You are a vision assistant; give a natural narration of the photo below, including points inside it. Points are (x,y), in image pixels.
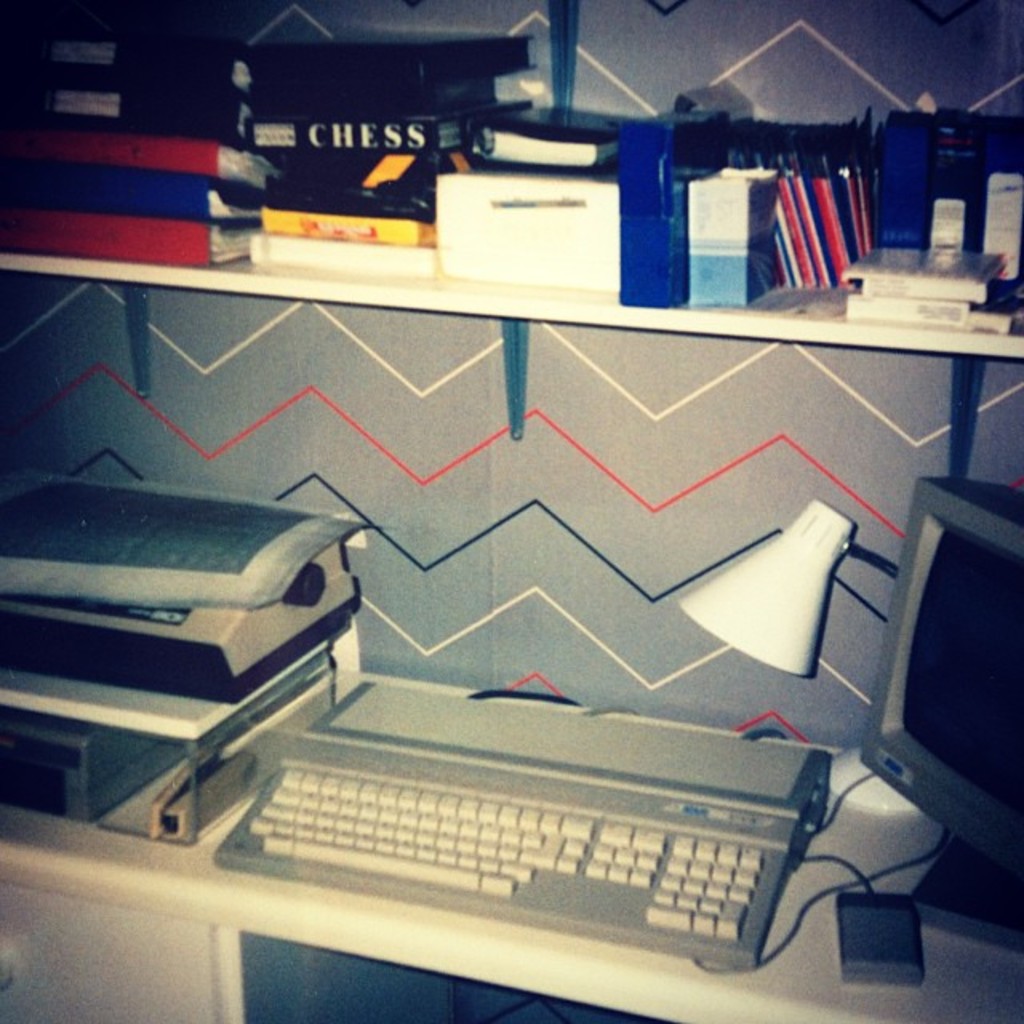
In the center of the image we can see one table (815,928). On the table (1000,965), we can see one monitor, machine (32,643), lamp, keyboard (603,762), link box (869,952), wire (869,881) and a few other objects (327,678). Below the table (86,1008), we can see a few other objects (149,993). In the background (446,468) there is a wall (438,424). On the wall (587,339), we can see one shelf (956,339). On the shelf (718,329), we can see books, boxes (733,269) and a few other objects (815,303).
